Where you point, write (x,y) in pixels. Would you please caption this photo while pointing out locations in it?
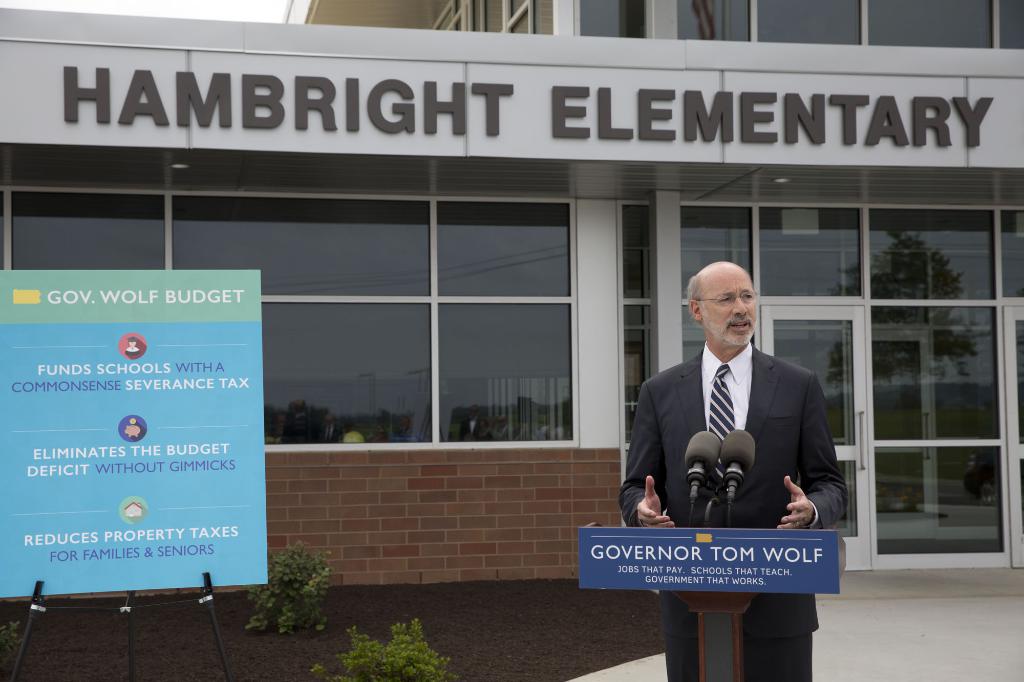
In front of the picture, we see a man (759,387) in the black blazer (779,475) is standing. He is wearing the spectacles (748,300). In front of him, we see a podium (700,568) on which the microphones (707,447) are placed and he is talking on the microphone (706,482). On the left side (212,456), we see the shrubs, stand (210,607) and a board (205,562) in blue and green color with some text (143,537) written on it. In the background (320,356), we see a building (823,270) in white and brown color. It has the glass doors (850,359) and the glass windows (413,278). On top of the building (419,61), it is written as "HAMBRIGHT ELEMENTARY".
